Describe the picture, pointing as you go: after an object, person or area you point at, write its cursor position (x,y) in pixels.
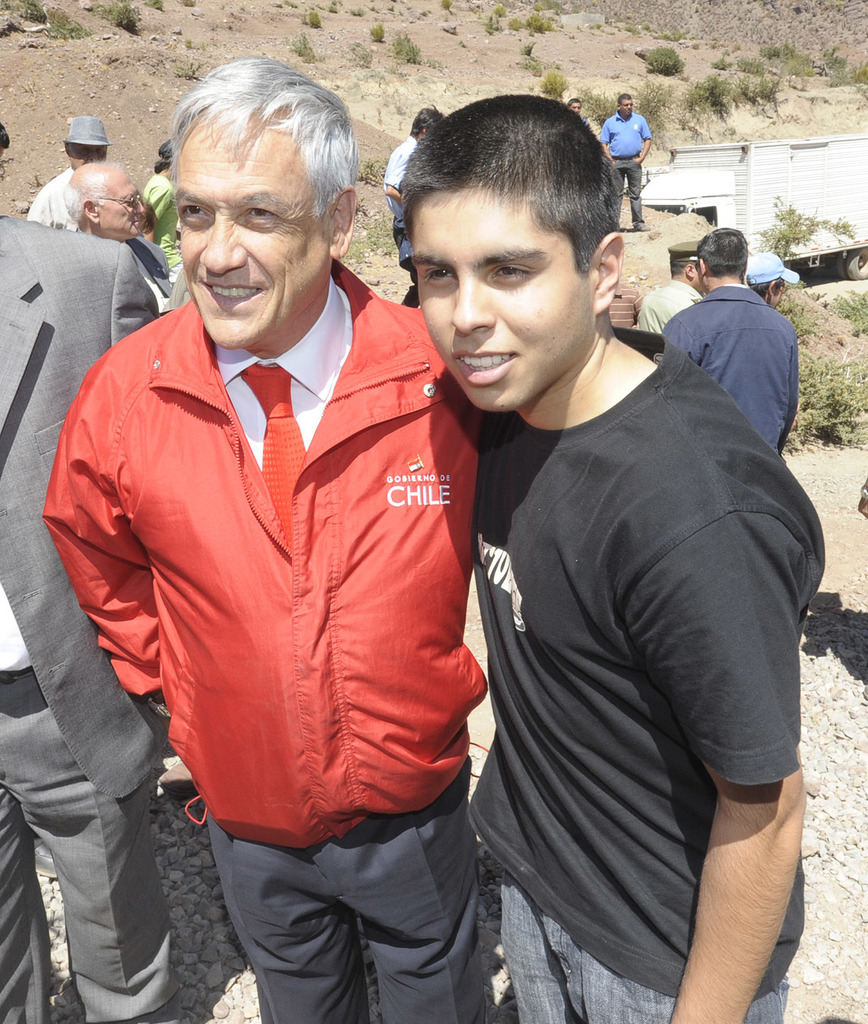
In the image we can see there are people (299,689) standing and a person (274,577) is wearing red colour jacket (261,561) and red colour tie (277,461). Behind there are other people (741,273) standing and there are small plants (849,378) on the ground (350,74).
